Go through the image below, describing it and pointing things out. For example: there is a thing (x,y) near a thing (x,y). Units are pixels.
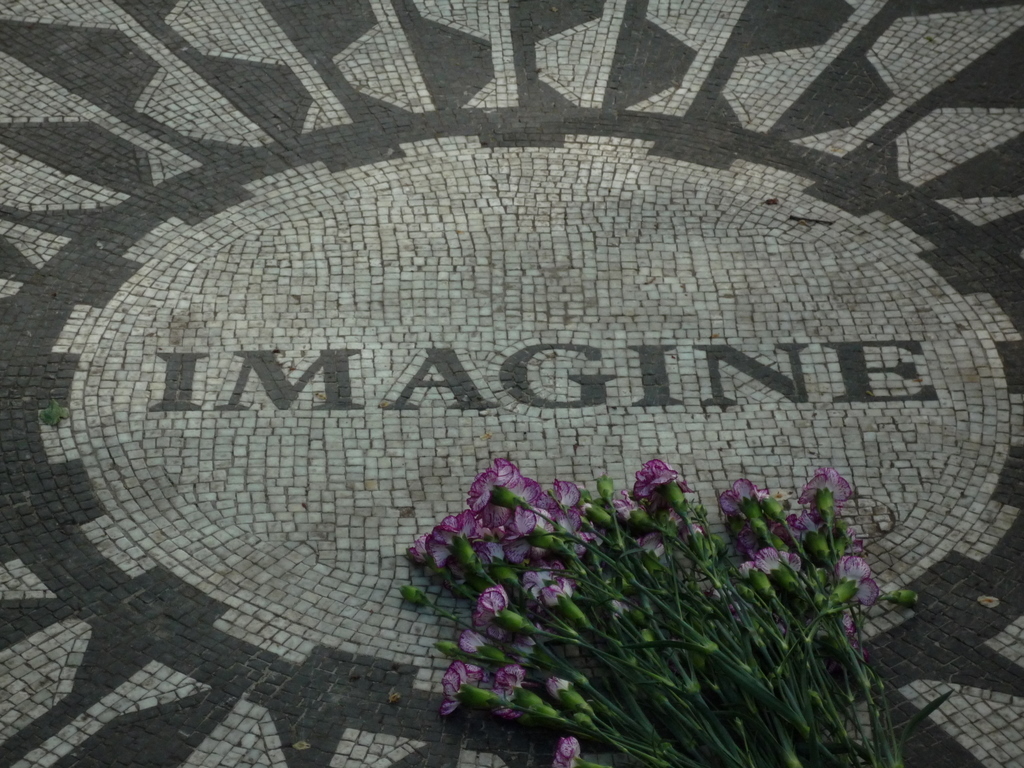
At the bottom of the image (664,573) I can see few stems (667,616) along with the flowers (487,507) and buds (498,569) are placed on the floor (272,689). In the middle of the image (346,371) I can see some text (661,390) on the floor (368,284).
